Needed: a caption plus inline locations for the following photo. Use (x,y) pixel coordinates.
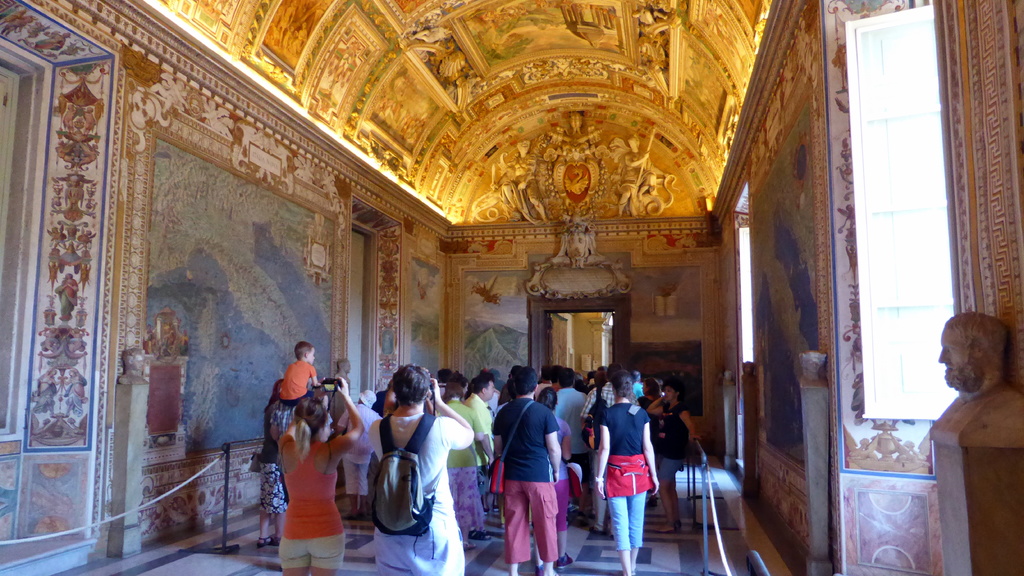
There are people (464,485) walking. The woman (302,507) in orange T-shirt (313,529) is holding a camera (335,381) in her hands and she is clicking photos on the camera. Beside her, the man (437,474) in white T-shirt (437,471) is clicking photos on the camera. This picture is clicked in the museum. In the right bottom of the picture (988,399), we see the statue of a man (947,351).
